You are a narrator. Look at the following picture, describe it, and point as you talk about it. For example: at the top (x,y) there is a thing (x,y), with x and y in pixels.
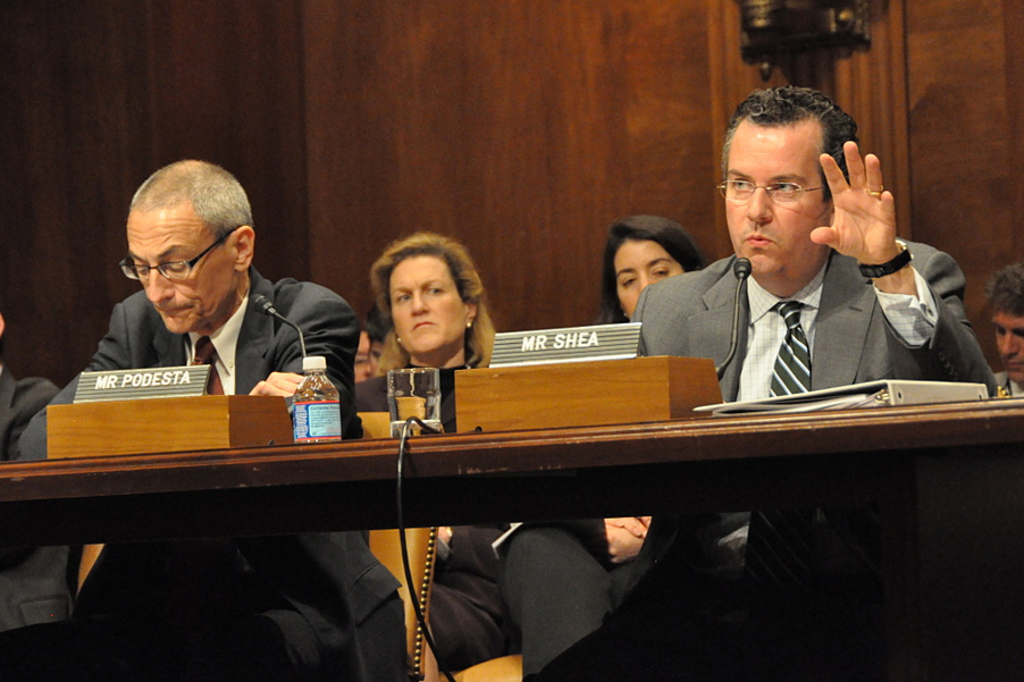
In this picture there are people (620,300) sitting and we can see microphones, name boards (560,331), glass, bottle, file (941,394) and objects (590,411) on the table (279,451). In the background of the image (554,86) we can see black object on the wooden wall (644,71).
